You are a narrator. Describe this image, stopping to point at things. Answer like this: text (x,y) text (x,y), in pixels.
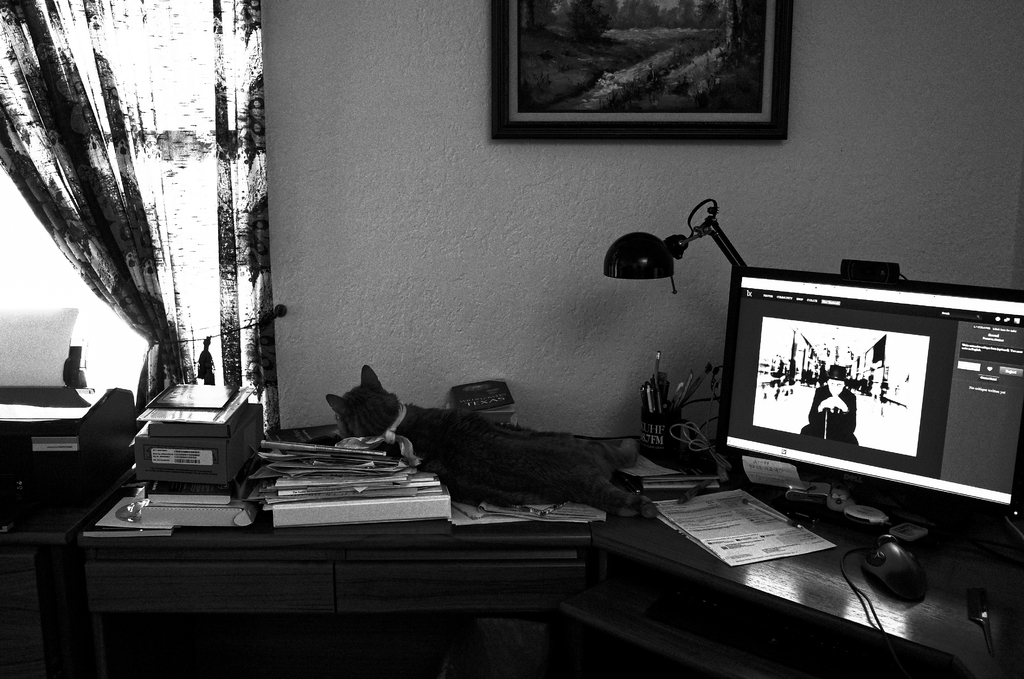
Black and white picture. Picture (653,34) is on the wall (396,97). This is curtain (238,192). On this table (458,604) there is a printer (87,408), cat (513,433), monitor (840,477), mouse (868,562), papers (321,470), lamp (620,259), pens (687,385), book (313,507) and things (417,507).
